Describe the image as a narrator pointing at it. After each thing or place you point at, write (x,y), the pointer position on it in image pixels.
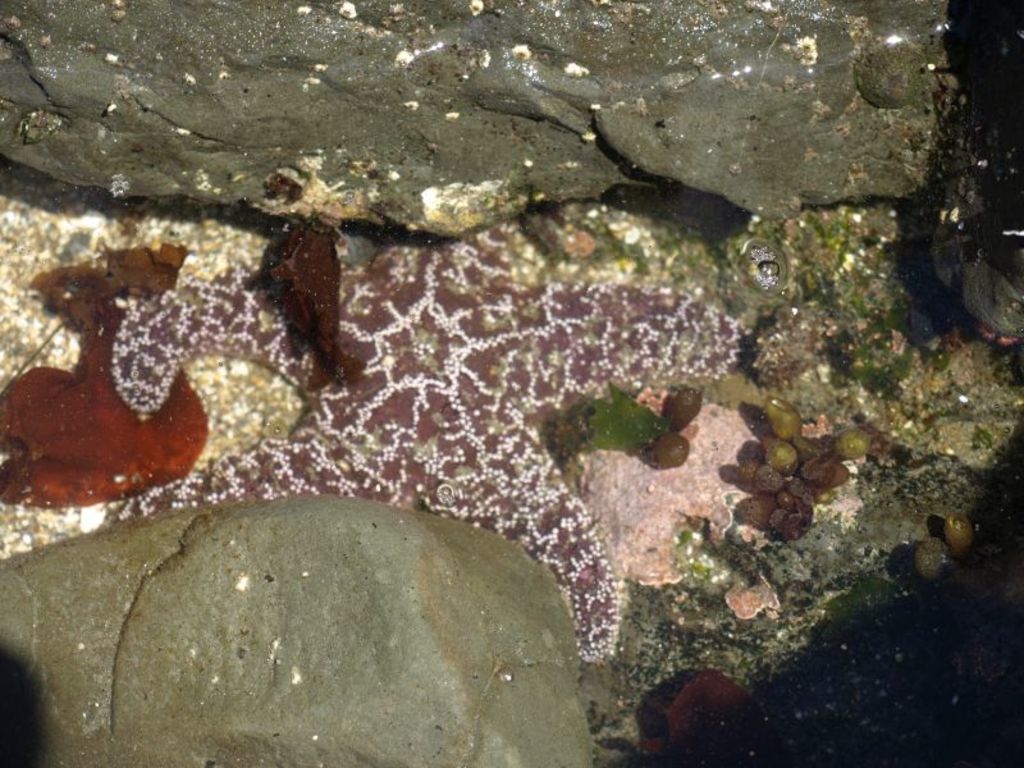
In this picture I can see a starfish (353,412) in the water (237,385) and I can see few rocks (692,22).
